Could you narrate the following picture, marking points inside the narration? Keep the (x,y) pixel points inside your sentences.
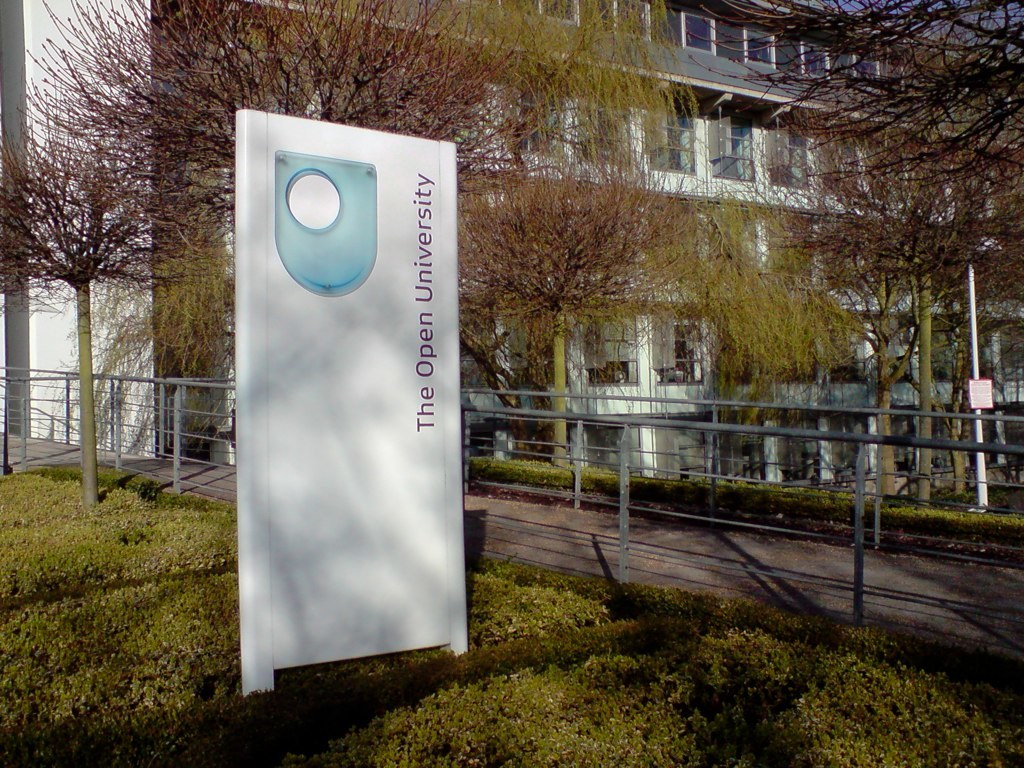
Here in this picture, in the front (356,371) we can see a hoarding (323,167) present on the ground (258,696), which is fully covered with grass (65,634) and plants (83,685) and we can also see trees (988,270) and bushes (662,488) present and in the middle (580,496) we can see railings (111,424) present and we can also see buildings (706,123) with number of windows (620,327) and doors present on the ground (710,488) and we can also see a light post (970,273) present on the right side (979,499).
